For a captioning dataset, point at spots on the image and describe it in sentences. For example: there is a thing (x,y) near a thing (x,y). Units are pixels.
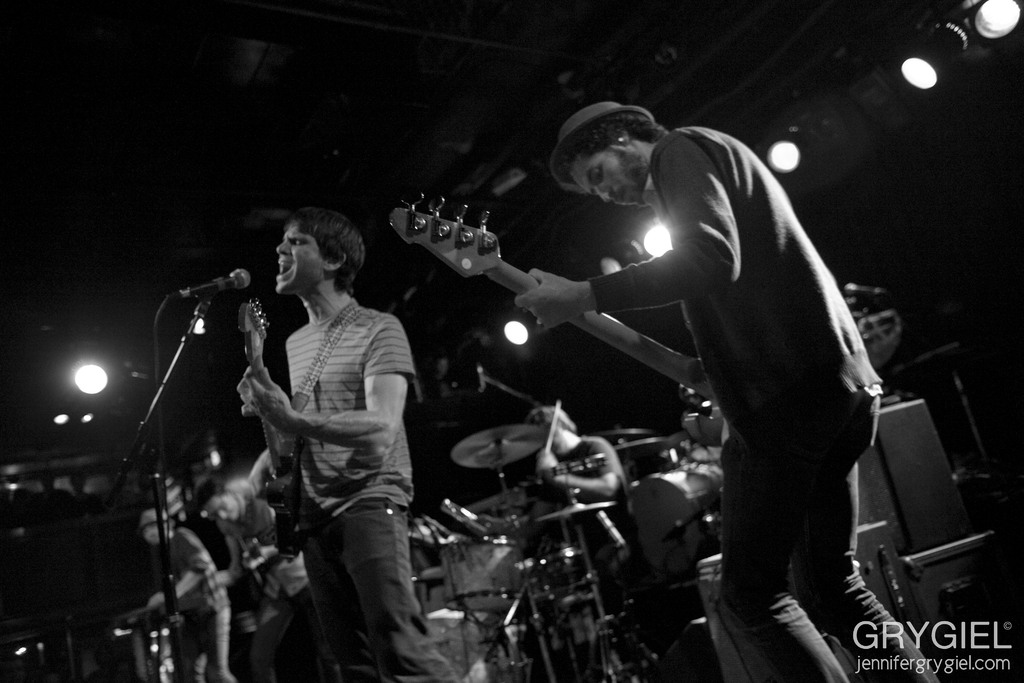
There are few people (774,540) on the stage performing by playing musical instruments (500,497) and here a person (273,387) is playing guitar (285,486) and singing on mic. In the background (98,390) there are lights (906,67).
